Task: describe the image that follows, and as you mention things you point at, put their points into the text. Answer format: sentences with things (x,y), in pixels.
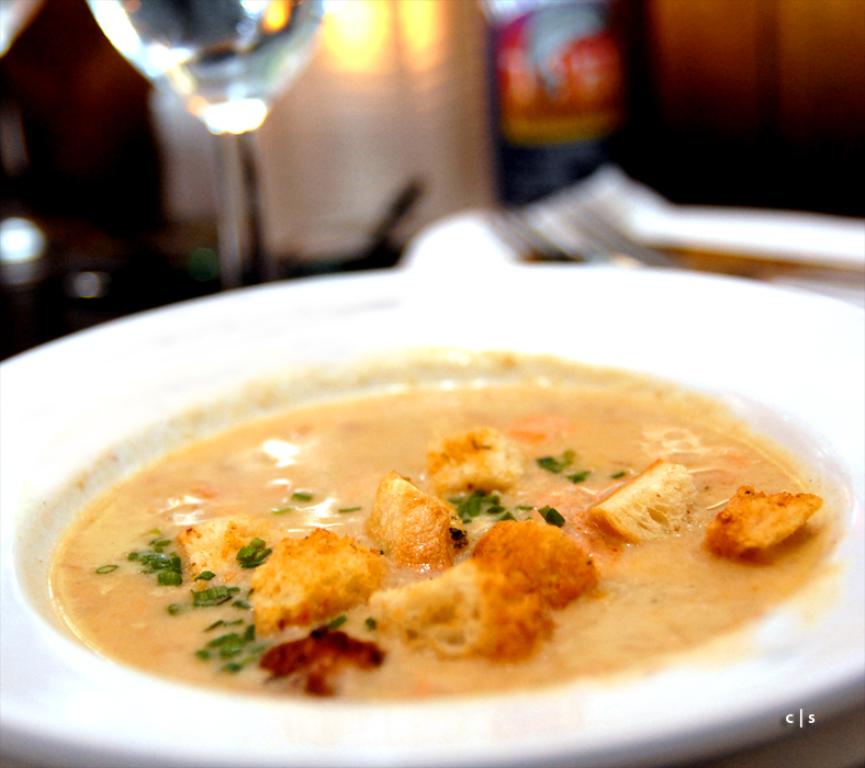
This is a plate (273,371), which contains food (591,599). The background (580,84) looks blurry. I can see the watermark (808,719) on the image.
